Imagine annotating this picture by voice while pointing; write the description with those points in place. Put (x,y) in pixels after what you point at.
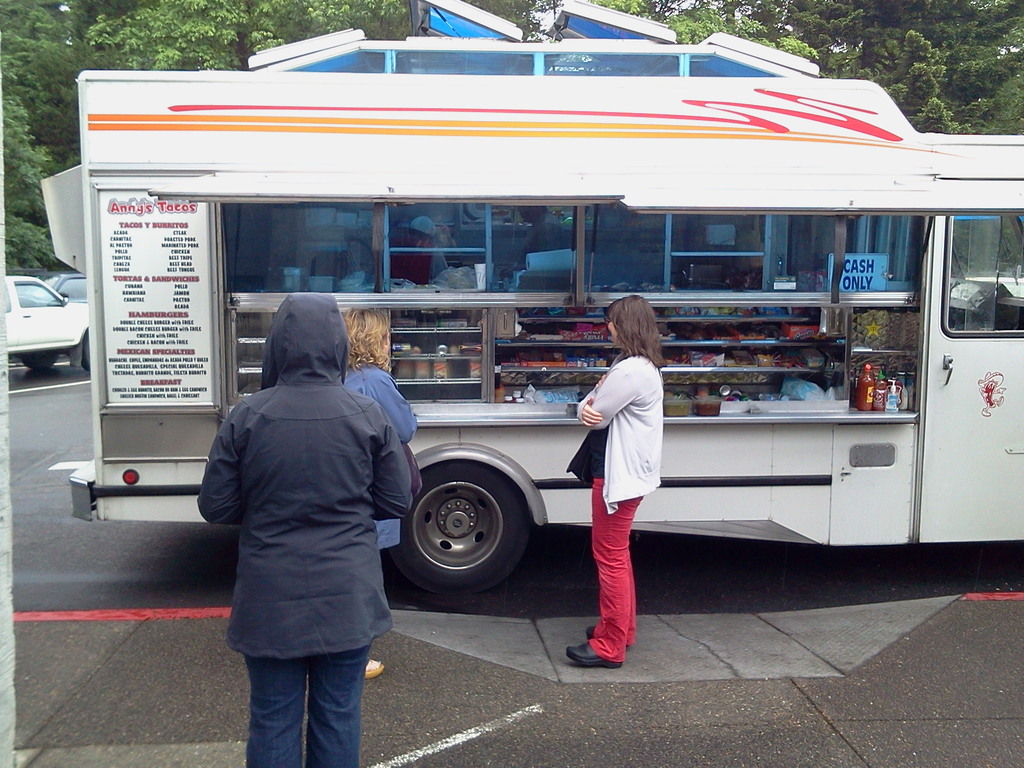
In the center of the image (602,322) we can see food truck (440,313) and persons (293,479). In the background (59,337) we can see vehicles (56,316) and trees (400,13).
